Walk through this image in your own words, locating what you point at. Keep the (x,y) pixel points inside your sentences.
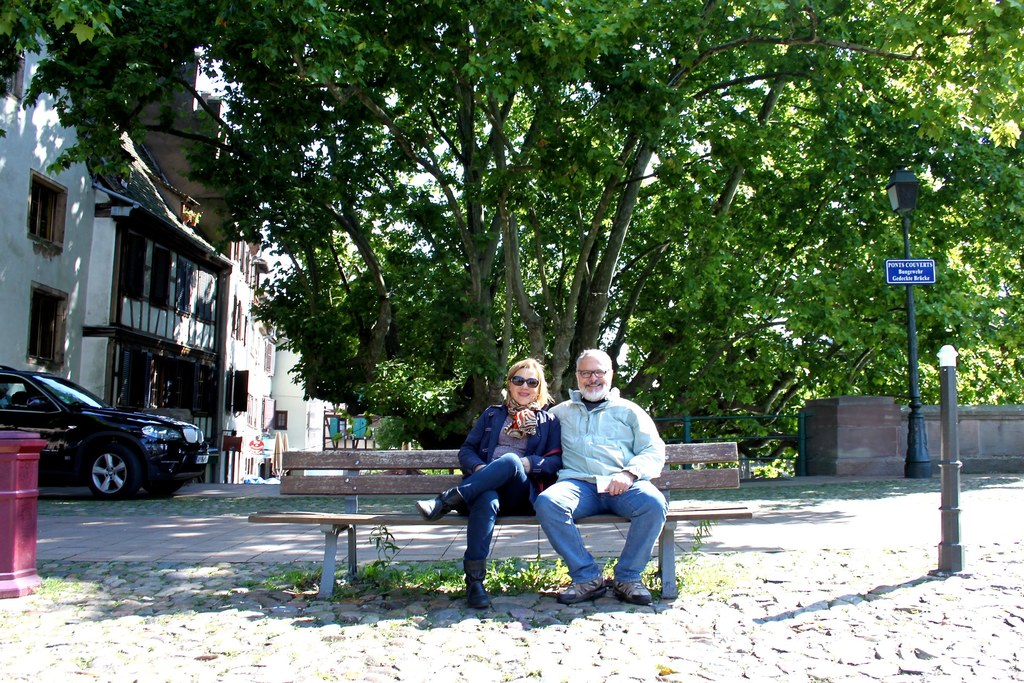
In the picture we can see a man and woman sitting on a bench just beside to them on the left hand side (37,458), there is a post box (12,572) and there is board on right hand side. In the background (697,357) we can find a tree (732,156), next to it there are buildings (83,376) and a car (71,405) and we can find some grass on the floor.
